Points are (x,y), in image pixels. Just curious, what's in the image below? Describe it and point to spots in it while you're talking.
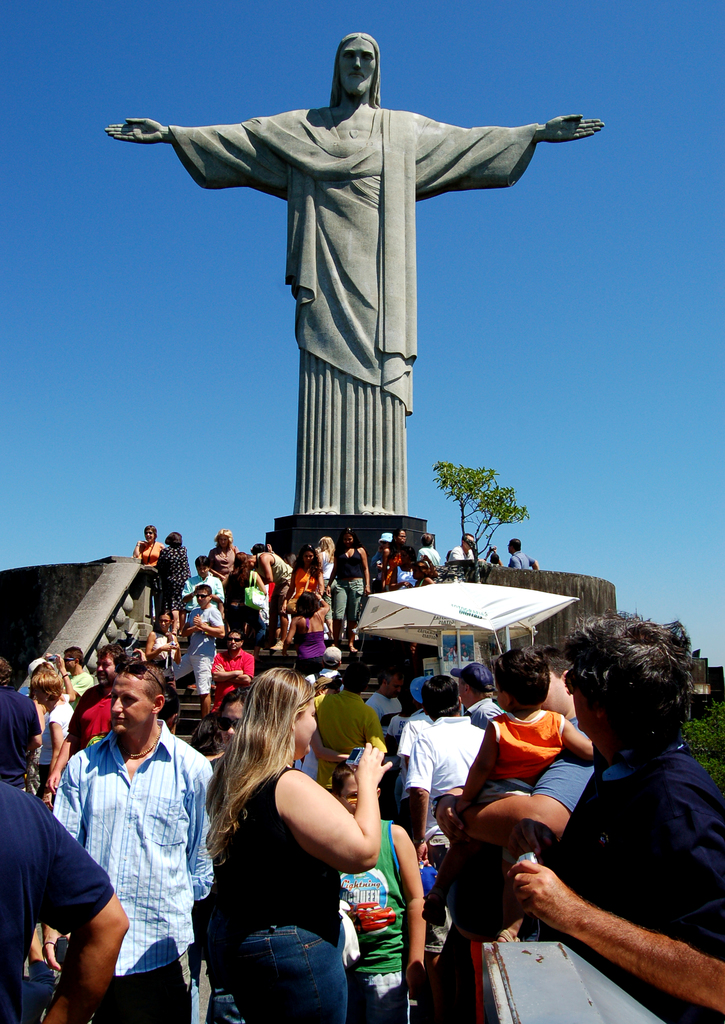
In this picture we can see a statue (374,389), tent (396,625), tree (459,482) and a group of people (172,534) on steps (193,718) where a woman (264,796) holding a camera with her hand (371,774) and in the background (429,412) we can see the sky (562,190).
